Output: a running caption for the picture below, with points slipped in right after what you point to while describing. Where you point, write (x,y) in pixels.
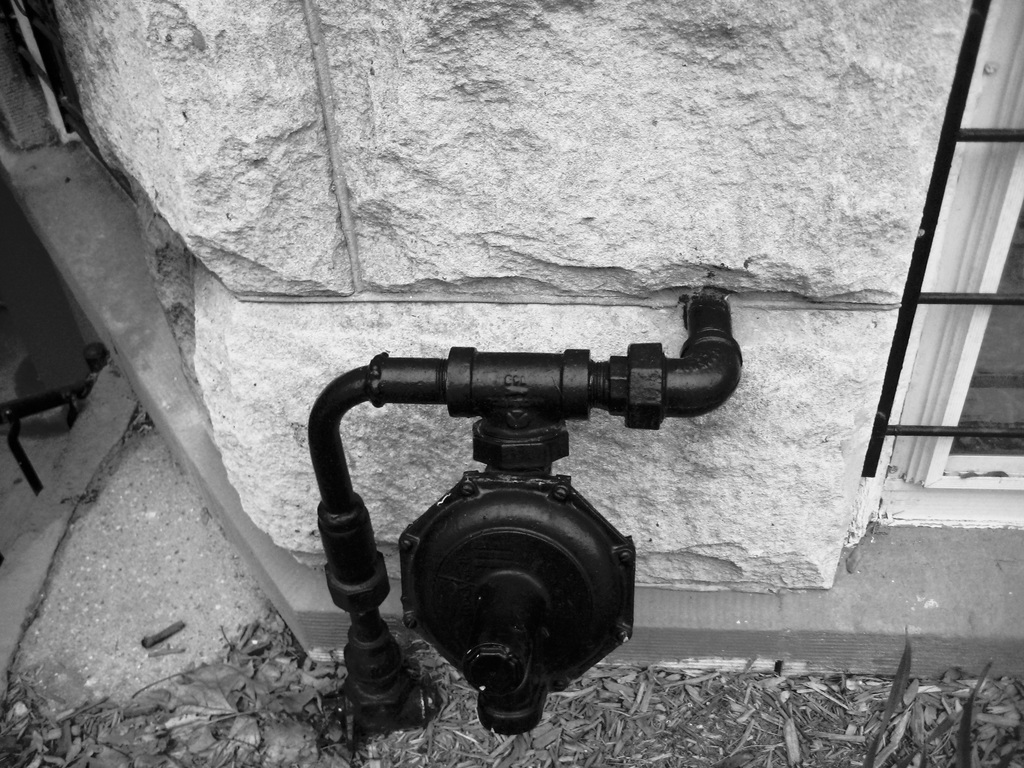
This is a black and white image. This looks like a pipe (562,392), which is attached to the wall (680,342). I think this is a window (984,351). These are the dried leaves (213,740), which are lying on the ground (217,718).
